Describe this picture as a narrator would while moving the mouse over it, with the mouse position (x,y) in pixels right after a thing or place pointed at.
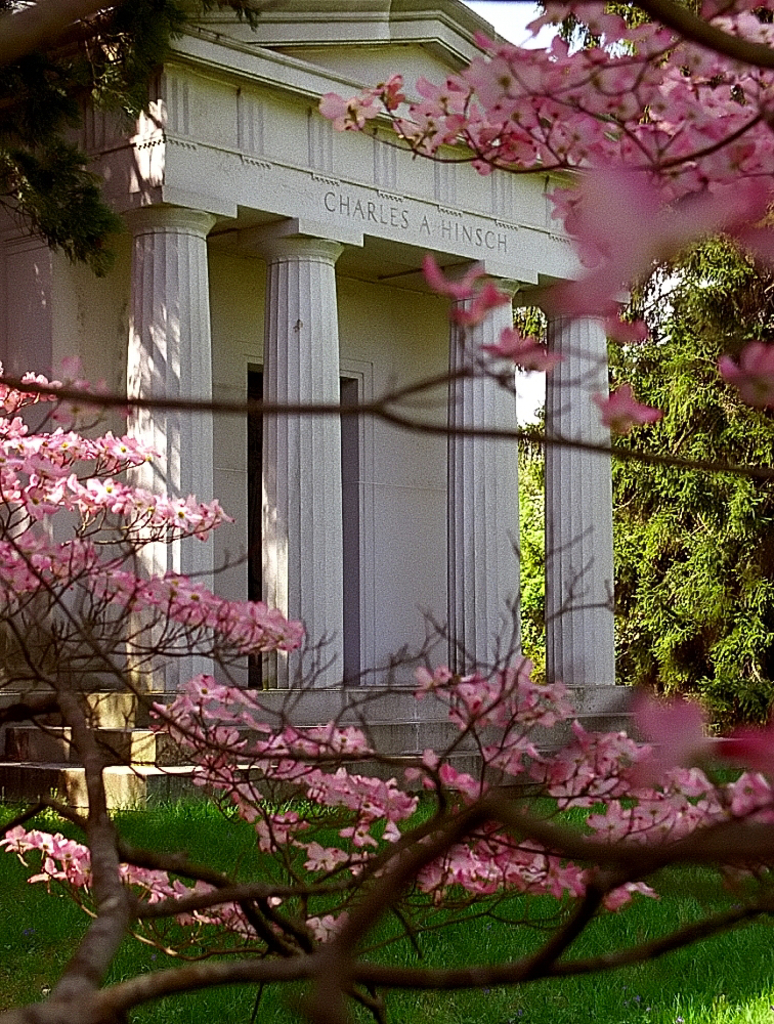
In this image there is a building (265,547) and we can see trees (735,461). There are flowers (722,224). At the bottom (603,1002) there is grass (429,991). In the background (514,28) there is sky (508,36).
